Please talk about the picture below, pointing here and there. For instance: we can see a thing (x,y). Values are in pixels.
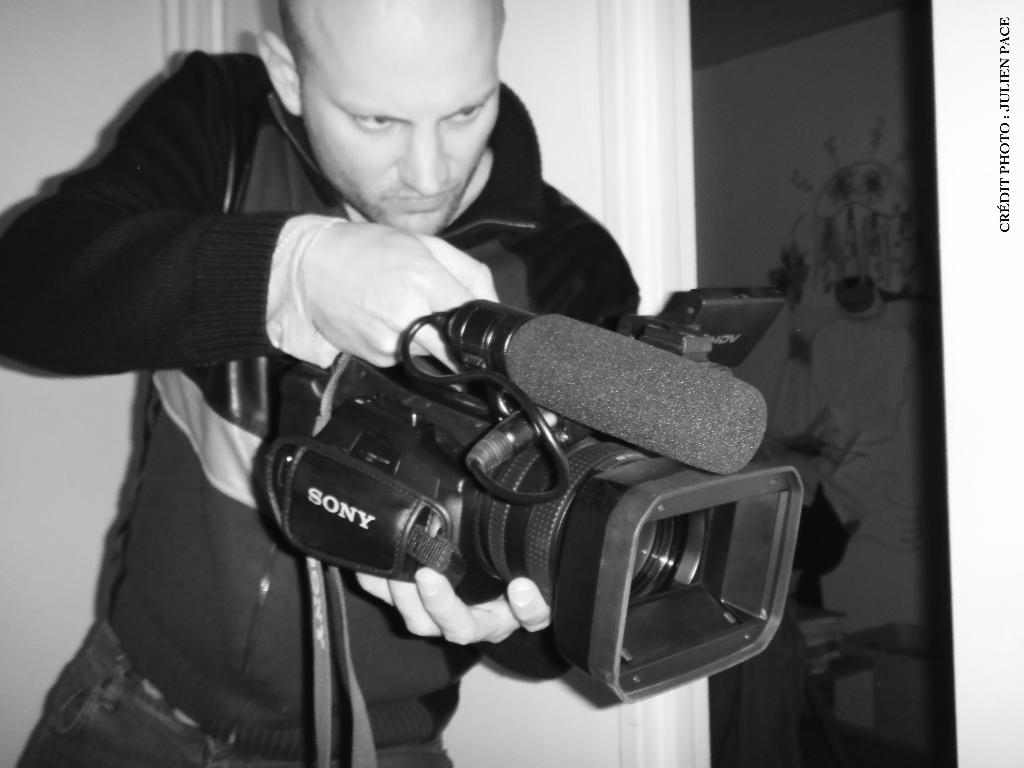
This picture is of inside. In the center (392,309) there is a man (150,633) holding a camera (498,495) and standing and we can see the microphone (534,376) attached to the camera (543,483). In the background (591,28) we can see the wall (91,40).
